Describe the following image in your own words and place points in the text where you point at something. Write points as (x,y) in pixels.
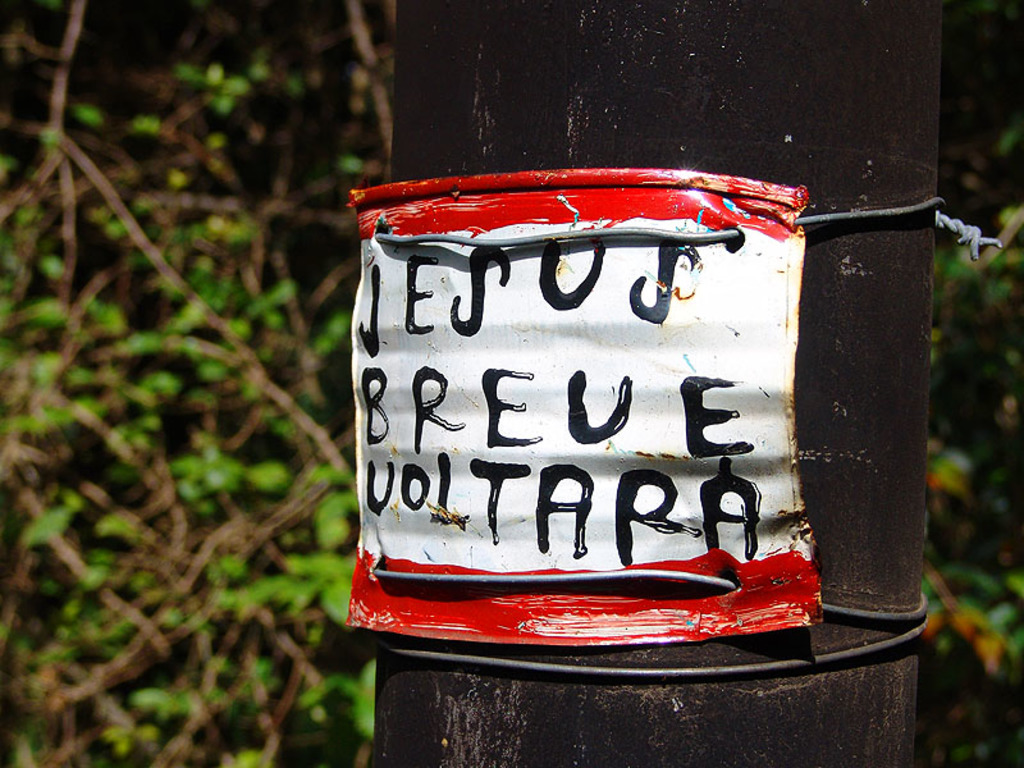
In this image there is some text (589,287) written on an object (555,301) and attach to a pole (708,135) on the right side of this image (708,401), and it seems like there are some trees (236,396) in the background (170,417).
